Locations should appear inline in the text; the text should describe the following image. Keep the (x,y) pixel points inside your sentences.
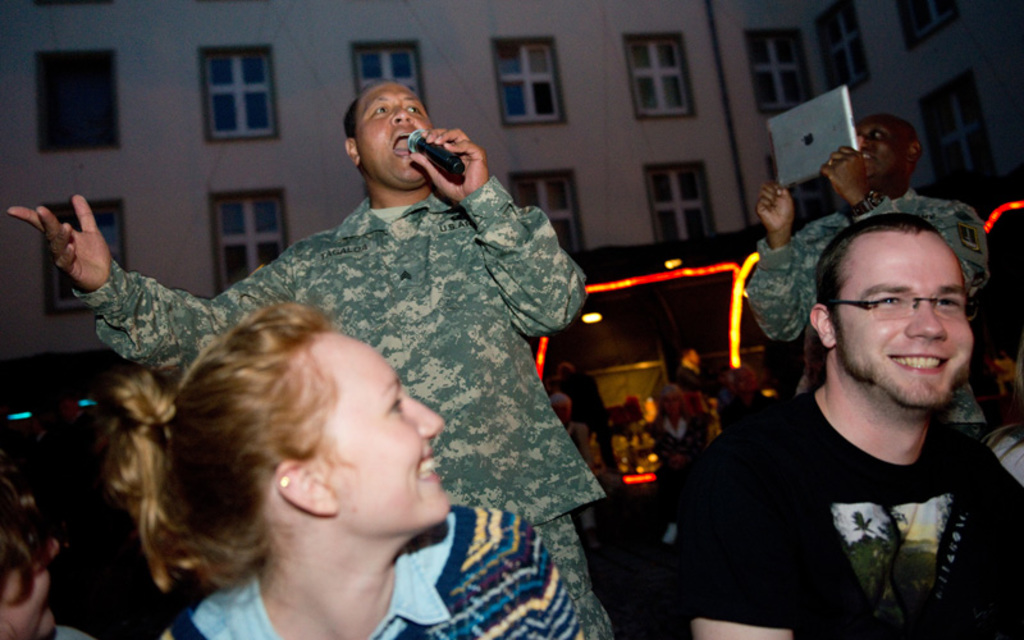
In this picture we can describe about a man (437,295) wearing a military green soldier dress (458,254) standing and singing on the microphone (457,159). In the front (357,464) we can see a girl (360,485) wearing blue color t-shirt (469,562) is smiling. Beside we can see a man (912,510) wearing a black color t-shirt (885,529) sitting and smiling. Behind we can see another military soldier (838,170) who is taking a video of a man (541,235) who is singing. In the background (524,130) we can see a building (524,130) with many windows (255,195).
